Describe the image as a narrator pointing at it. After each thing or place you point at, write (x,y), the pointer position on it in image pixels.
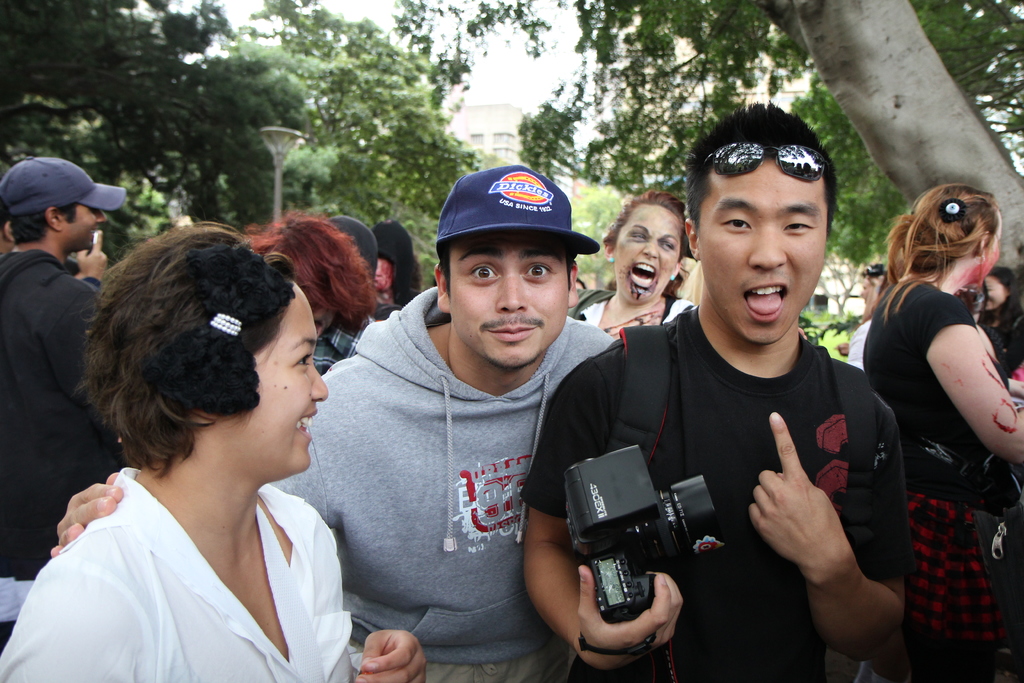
In this image, we can see a group of people (621,306). In the background (617,20), we can see some trees (182,146), plants (437,142) and building (506,113). At the top (520,63), we can see a sky (522,67).
